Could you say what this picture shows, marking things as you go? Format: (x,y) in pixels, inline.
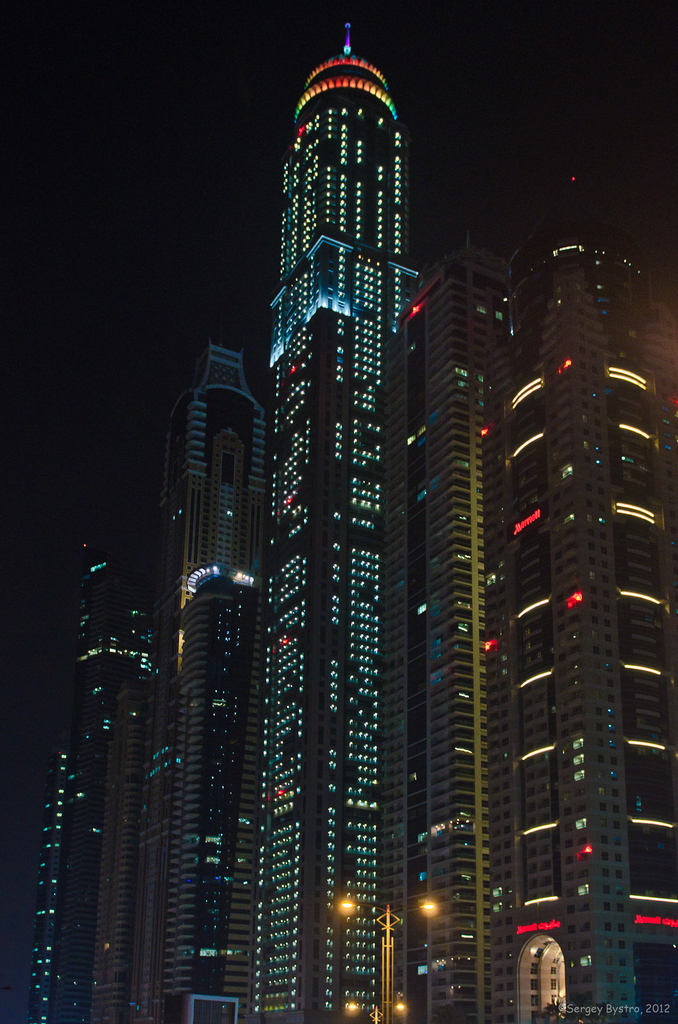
In this image I can see number of buildings (479,445) and few street lights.
